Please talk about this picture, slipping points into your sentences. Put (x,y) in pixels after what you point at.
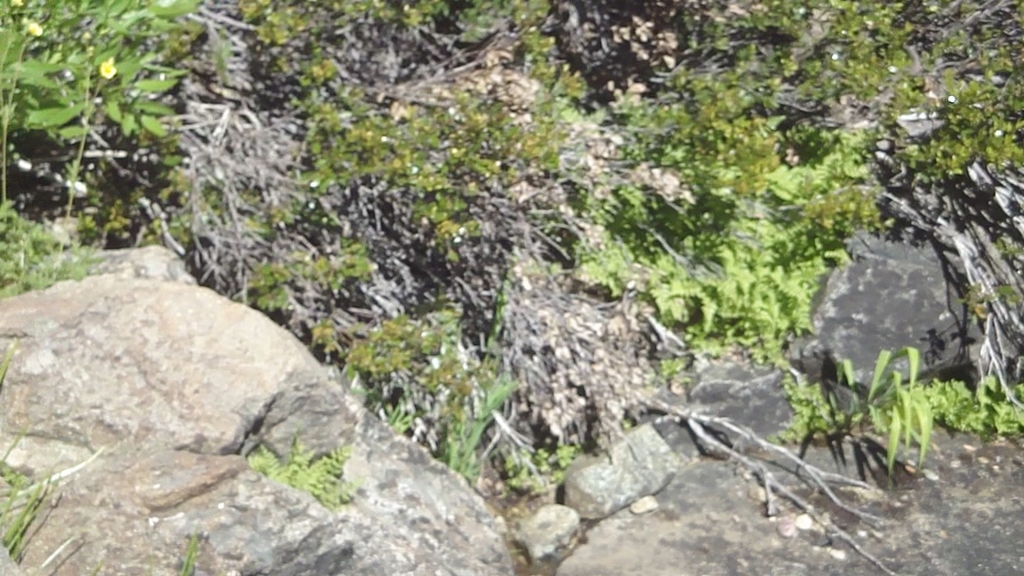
In the picture we can see some rock surface (961,442) with some small plants (553,467) and twigs (753,435) on it.
